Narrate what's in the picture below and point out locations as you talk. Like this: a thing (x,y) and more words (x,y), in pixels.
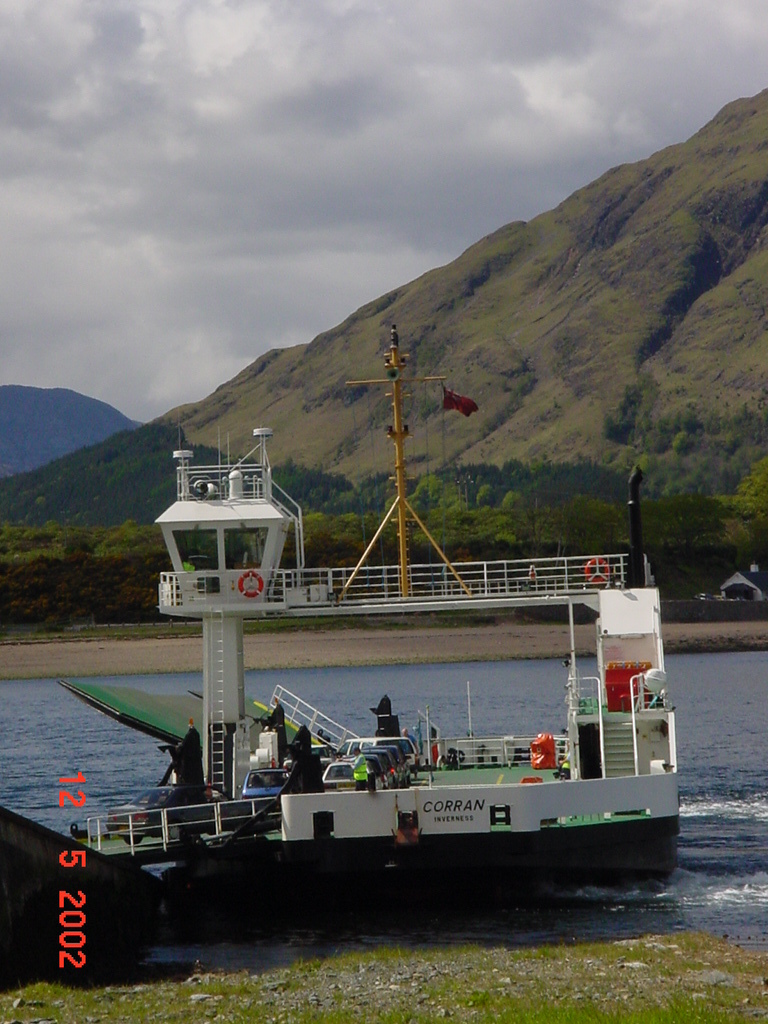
In the center of the image (400,573) we can see one boat (500,875). In the boat (500,875), we can see cars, one orange color object (551,750), life saviors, fences (502,578), poles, one flag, one cloth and a few other objects (172,745). On the left side of the image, we can see the numbers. At the bottom of the image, we can see the grass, stones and a few other objects (97,886). In the background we can see the sky (345,57), hills (575,274), trees (140,604), grass (449,279), one house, water (366,697) and a few other objects (461,483).
